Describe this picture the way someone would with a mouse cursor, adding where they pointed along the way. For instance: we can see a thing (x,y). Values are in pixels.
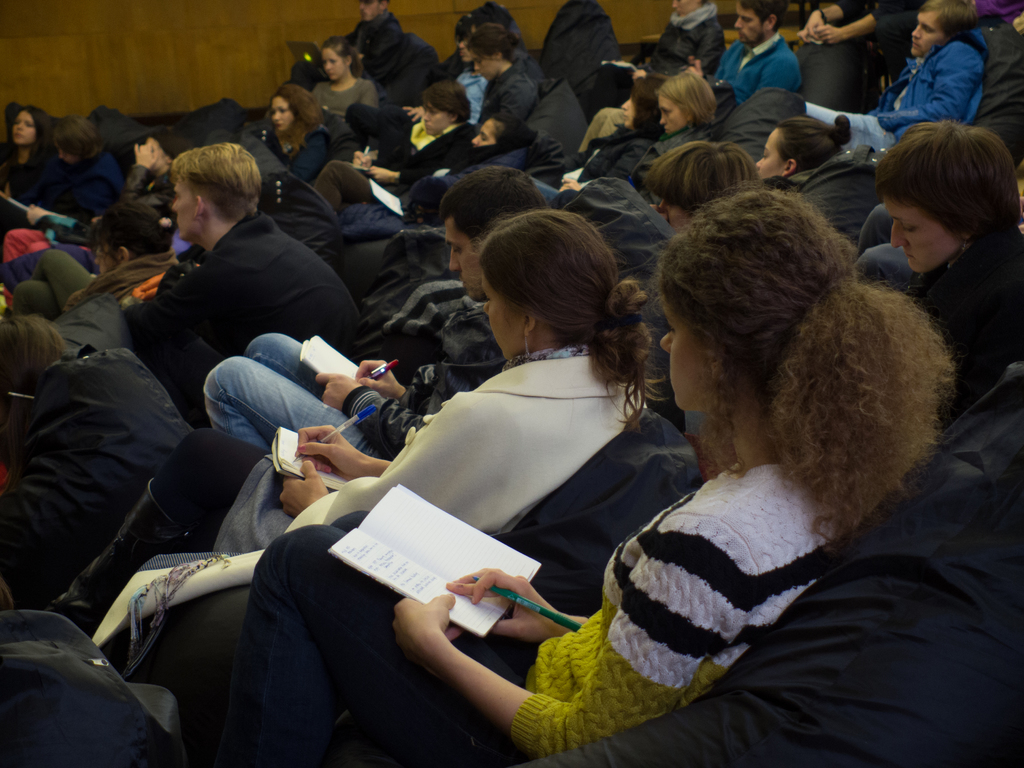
In this image there are a group of people (458,250) who are sitting and they are holding some books (387,534) and pens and writing, and also we could see some bags (203,117). In the background (151,73) there is a wooden wall (180,63).
